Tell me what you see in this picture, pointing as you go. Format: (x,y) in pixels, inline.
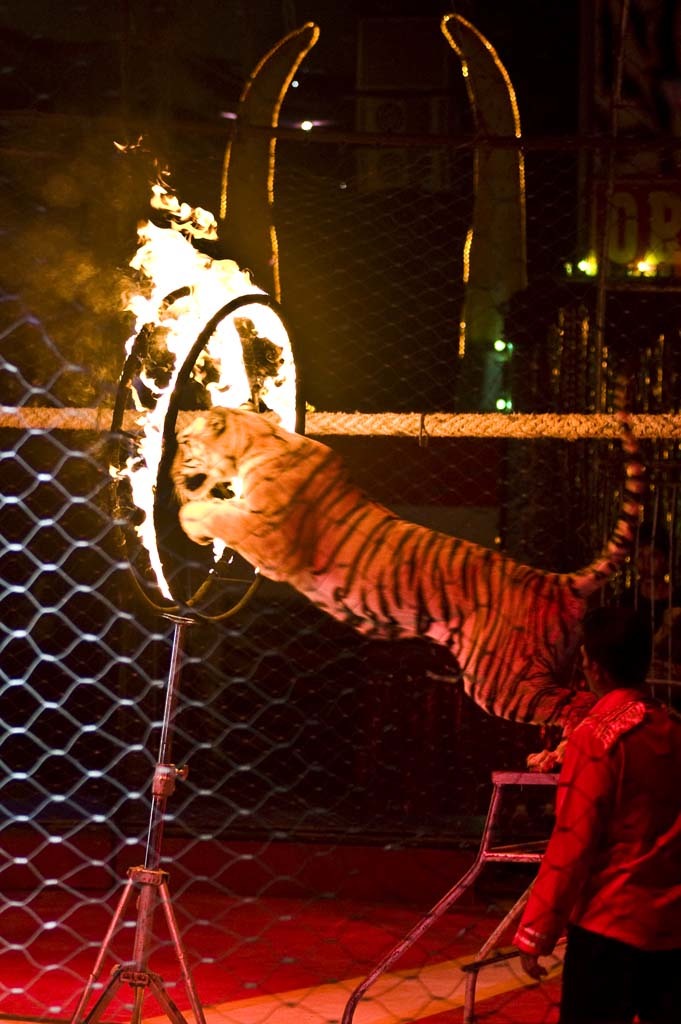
In this image, we can see a tiger (480,590) jumping into a fire ring (166,428), on the right side (556,807), we can see a person (591,800) standing.
